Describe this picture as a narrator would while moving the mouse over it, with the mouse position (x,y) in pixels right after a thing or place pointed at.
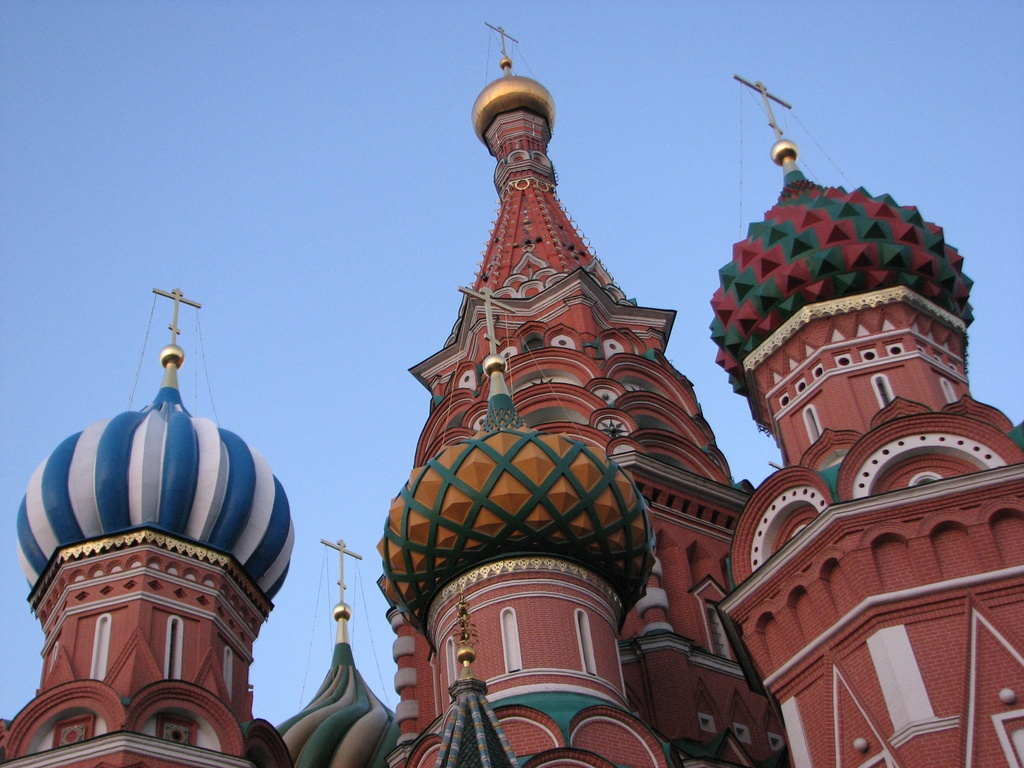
In this image I can see the building (452,543) which is in brown, blue, white, red, green and yellow color. In the background (292,326) there is a blue sky (342,154).
